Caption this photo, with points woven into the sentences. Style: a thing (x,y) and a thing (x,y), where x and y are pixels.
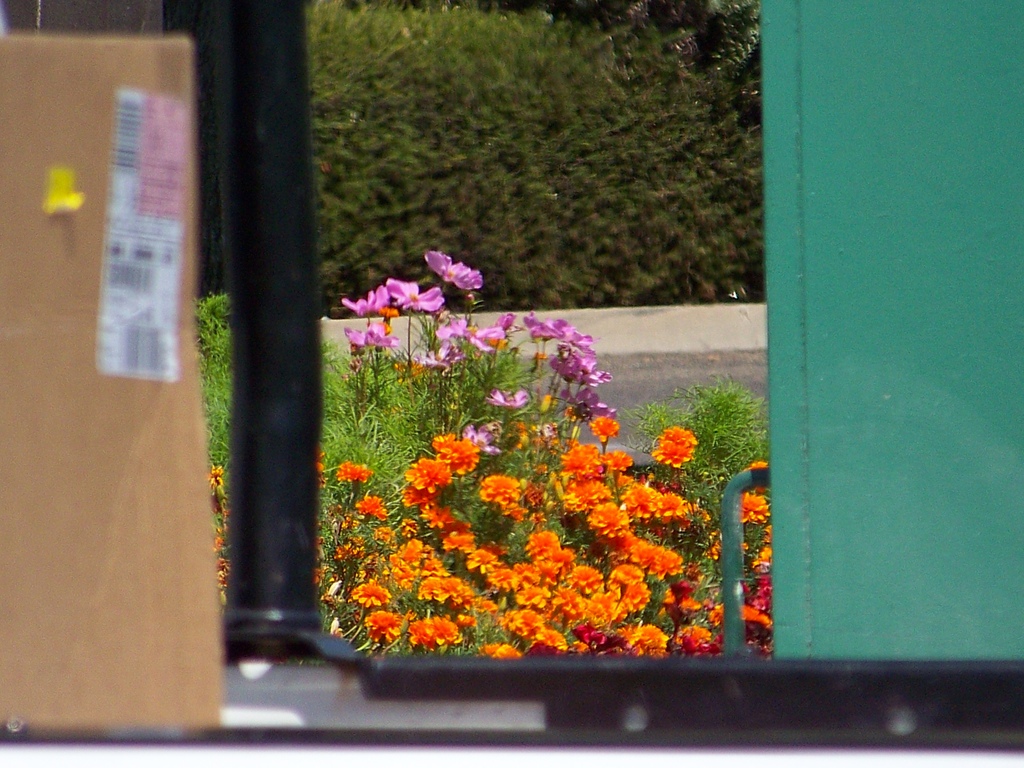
This image consists of plants (673,484) along with flowers (550,571). The flowers (639,514) are in orange and purple color. In the background (572,118), there are trees (587,197). To the left (274,336), there is a rod (273,422) in black color. To the right (930,224), there is green color metal sheet (847,264).
